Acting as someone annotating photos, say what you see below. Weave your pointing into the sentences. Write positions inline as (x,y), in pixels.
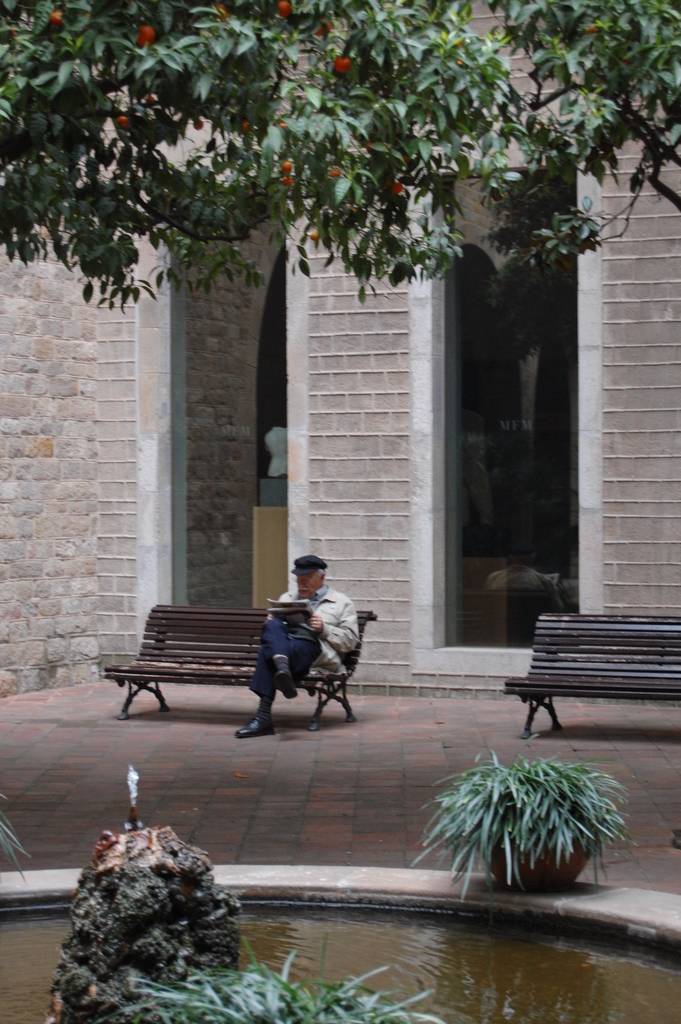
This picture is clicked outside a building (63,472). There are benches (618,683) and a man (324,657) is sitting on it reading a newspaper (296,614). In the front (385,959) there is water (457,956) and flower pots (535,795). There is a tree (308,106) in the image. In the background (363,363) there is a building (370,392).
